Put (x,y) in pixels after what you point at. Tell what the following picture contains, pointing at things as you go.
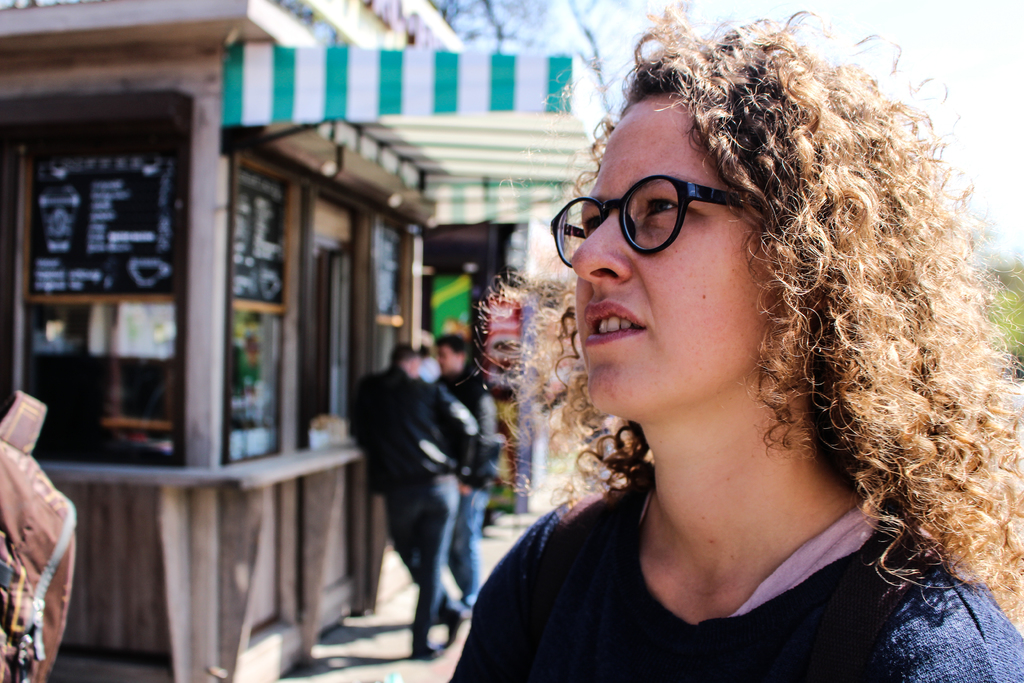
In this image, we can see a woman (836,464) is wearing glasses (668,228). Background (1017,228) we can see blur view. Here we can see bag (33,625), few people (416,533), banners (444,318) and some objects (387,77).
